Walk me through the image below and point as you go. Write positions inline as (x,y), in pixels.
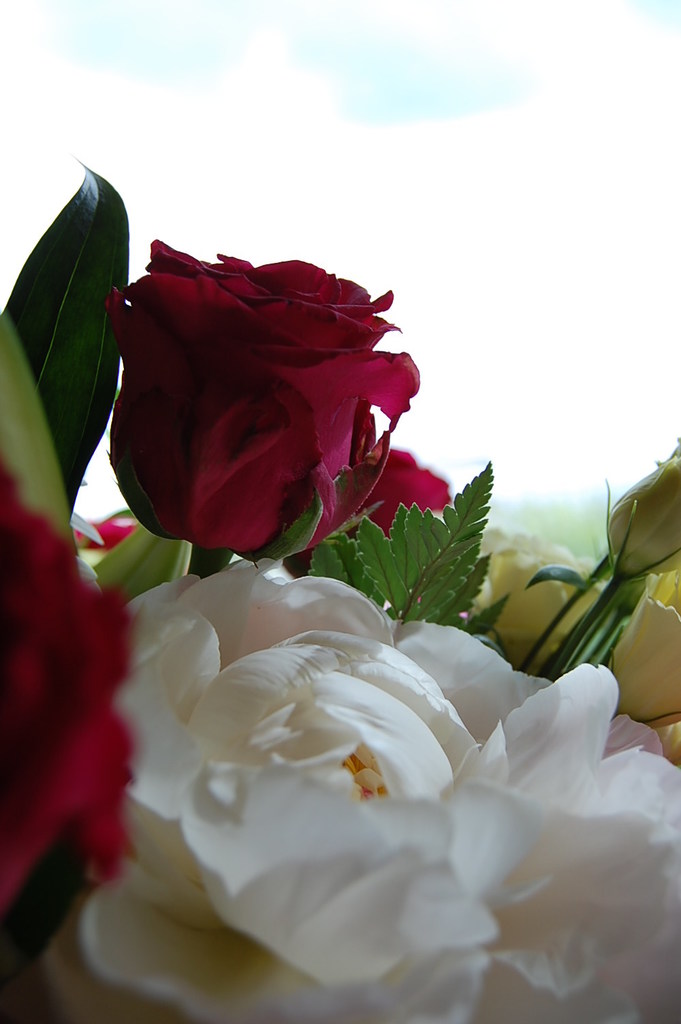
In this image I can see few flowers (277,717) which are red, white and yellow in color and I can see few leaves (410,535) which are green in color. In the background (646,429) I can see the sky (592,226).
